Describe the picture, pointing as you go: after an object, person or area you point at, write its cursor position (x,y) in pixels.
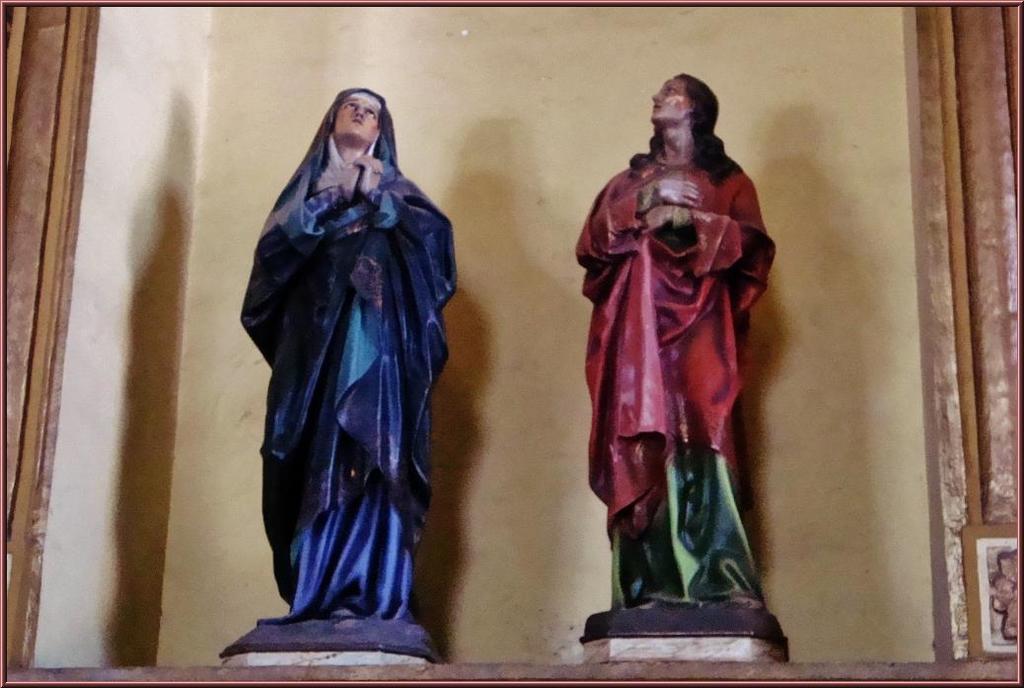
This image is taken indoors. In the background (204,210) there is a wall (820,404). In the middle of the image (403,340) there are two statues (403,340).
